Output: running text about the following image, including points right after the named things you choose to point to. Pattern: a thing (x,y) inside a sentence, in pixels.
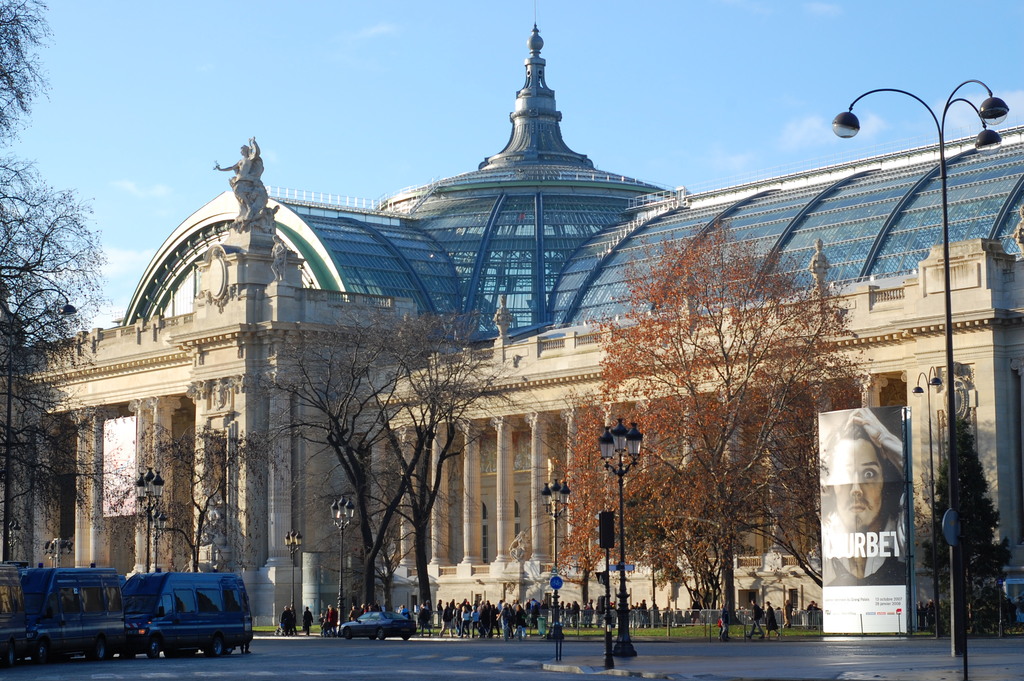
In this picture I can observe building (654,252) in the middle of the picture (421,284). In front of the building (517,589) I can observe some people (494,632) in the bottom of the picture (444,611). On the left side (219,604) I can observe some vehicles (175,640) on the road (243,679). In the background (274,124) I can observe sky (305,77).
